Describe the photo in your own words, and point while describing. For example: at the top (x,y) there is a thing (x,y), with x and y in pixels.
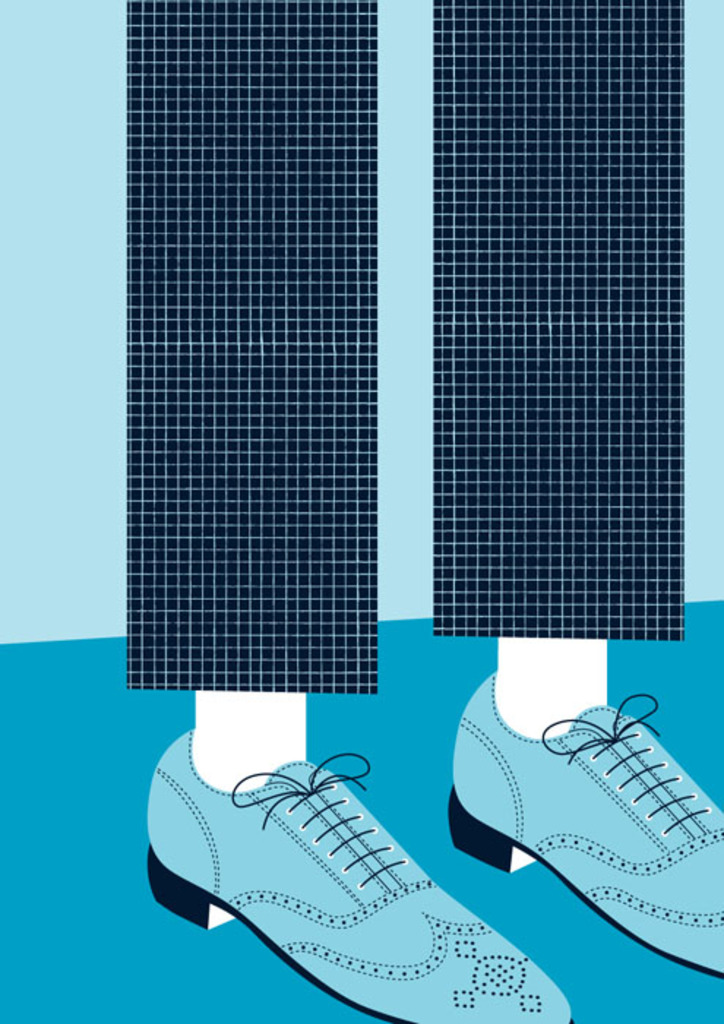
In this image, we can see a painting (381,694) of a person's leg (230,771), who is wearing trousers (653,611) and shoes (363,1009). The ground (406,770) is blue in color.
